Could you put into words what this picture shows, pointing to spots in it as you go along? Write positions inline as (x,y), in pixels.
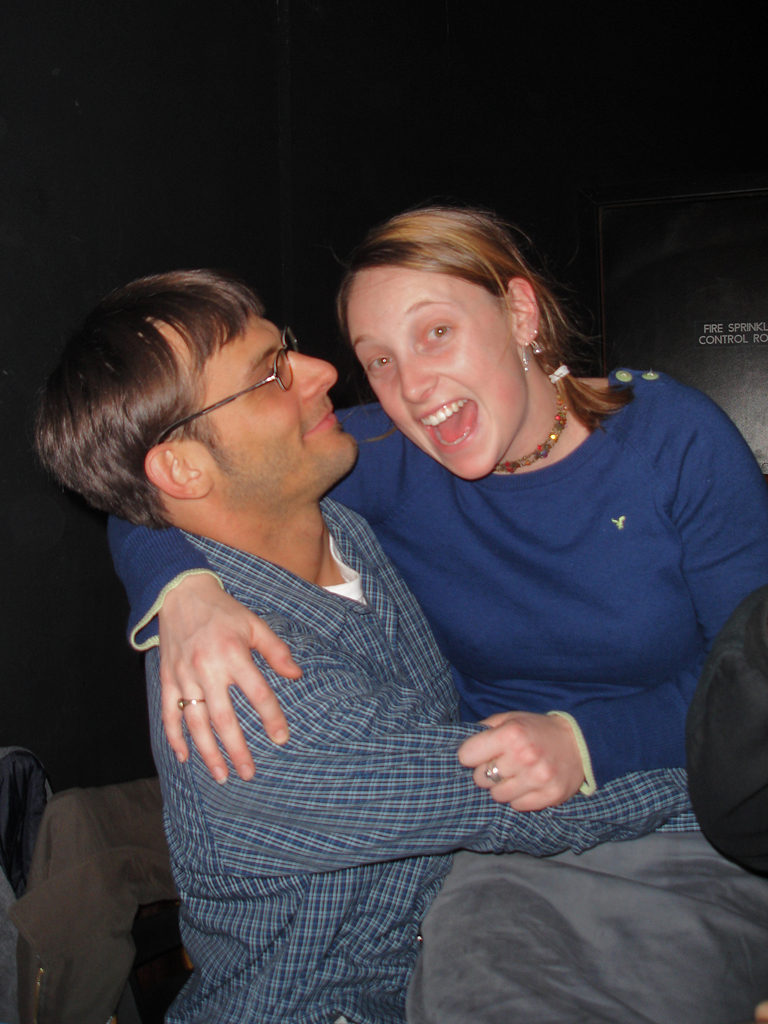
In the picture we can see a man (251,891) holding a woman (649,653) and she is screaming and the man (242,900) is smiling and behind them, we can see a wall (9,469) which is black in color with black color hoarding (652,345) with some wordings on it.
